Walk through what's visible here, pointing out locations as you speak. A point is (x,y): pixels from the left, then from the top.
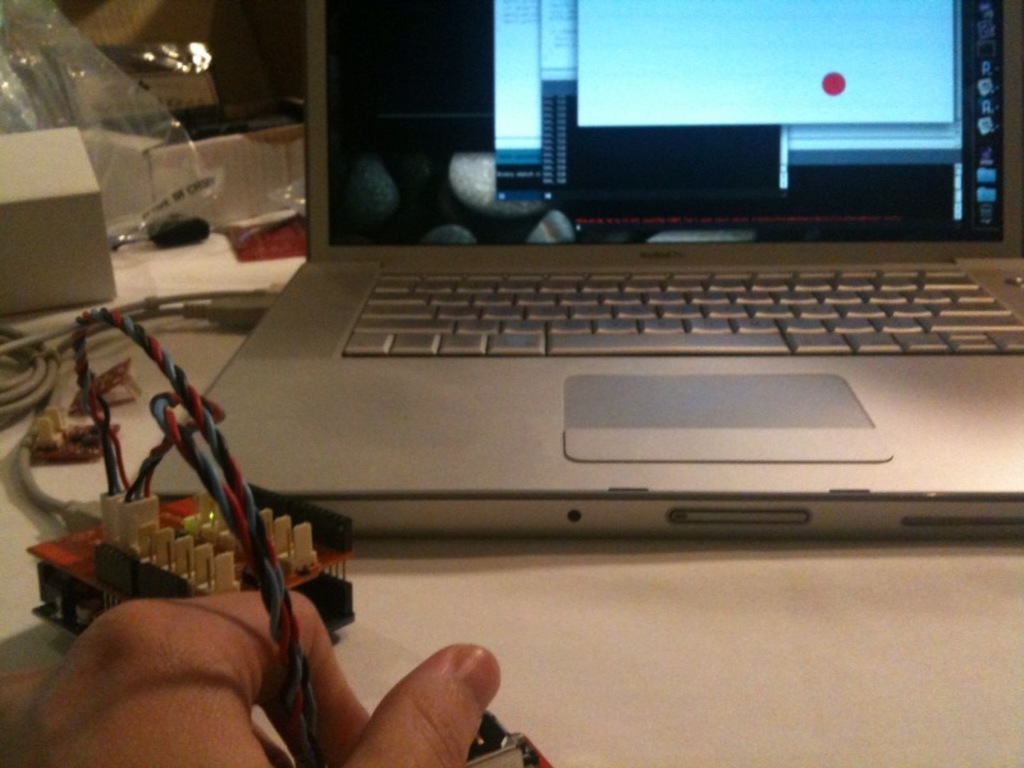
There is a human hand (364,724) holding a wire (277,593) at the bottom of this image (150,693). We can see a laptop (459,405) and other objects (102,129) are kept on a white color surface (552,564).
